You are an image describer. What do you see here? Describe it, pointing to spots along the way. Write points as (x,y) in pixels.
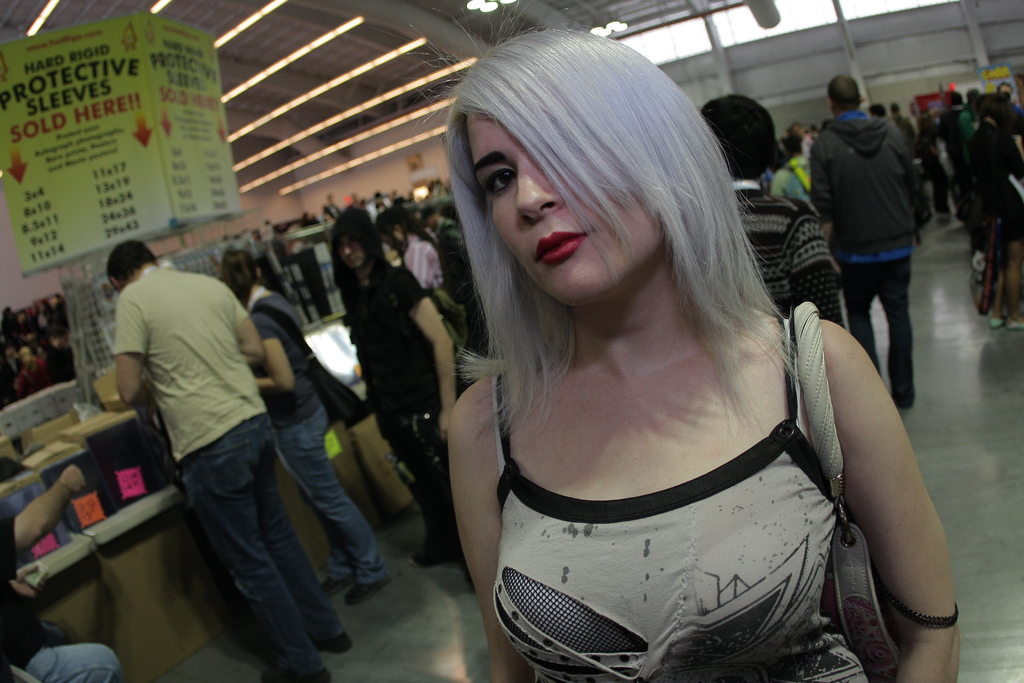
In this image we can see a lady (732,496) holding a bag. In the back (262,353) there are many people (378,245). Also there are boxes (116,430) on surface (167,489). And there are banners (163,121). On the ceiling (323,50) there are lights (326,152). In the background (886,47) there is a wall (897,29).
